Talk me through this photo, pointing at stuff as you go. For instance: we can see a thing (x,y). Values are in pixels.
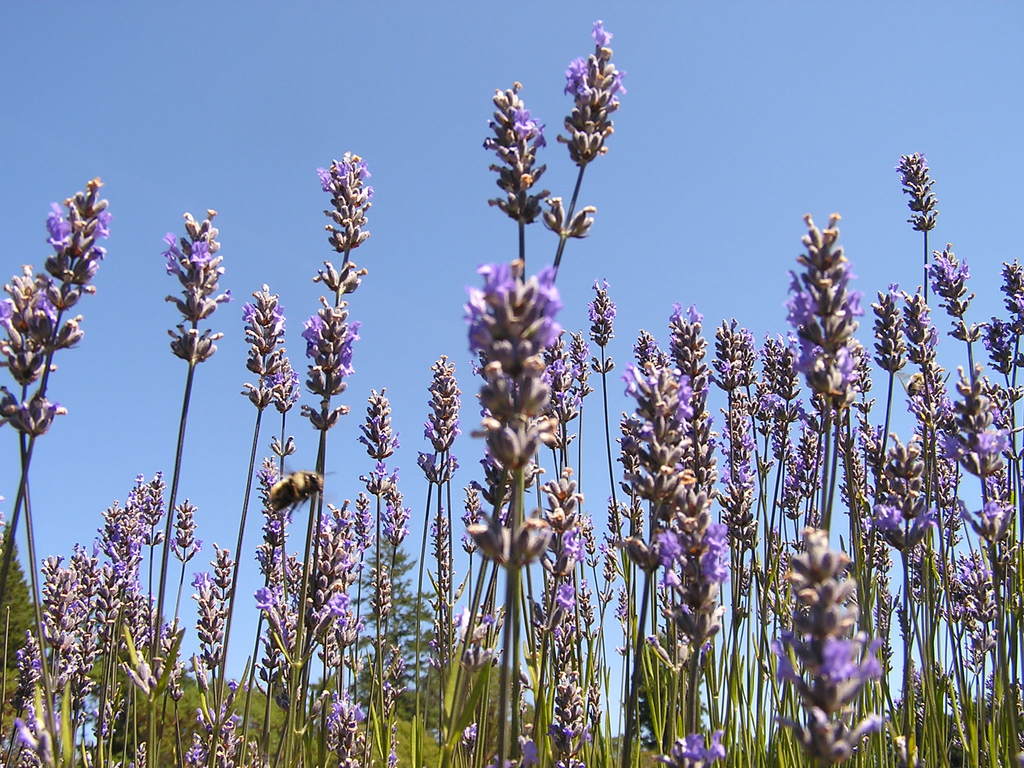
In this image, we can see flowers (605,543), plants (787,672) and stems (154,692). Here we can see an insect (286,488). Background (240,663) we can see trees (6,732) and sky (38,525).
